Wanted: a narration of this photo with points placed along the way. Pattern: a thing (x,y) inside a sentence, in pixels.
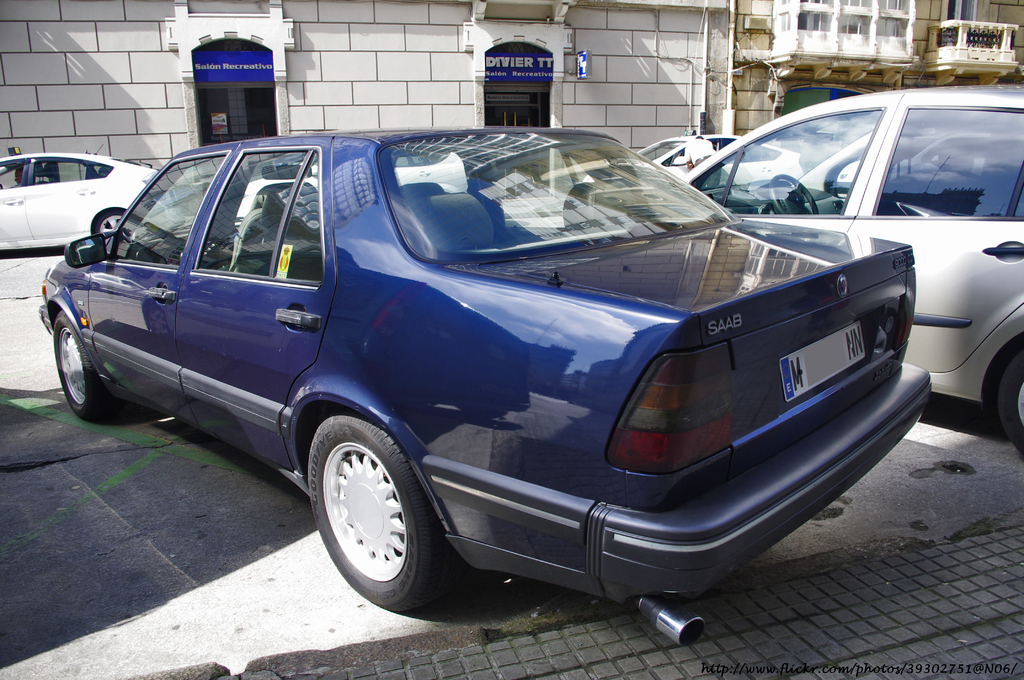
In the picture we can see a path (918,514) with a car (741,509) parked on it which is blue in color and beside we can see a white color car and opposite side also we can see two cars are parked near the building (94,118) and beside it we can see another building (1003,10).
